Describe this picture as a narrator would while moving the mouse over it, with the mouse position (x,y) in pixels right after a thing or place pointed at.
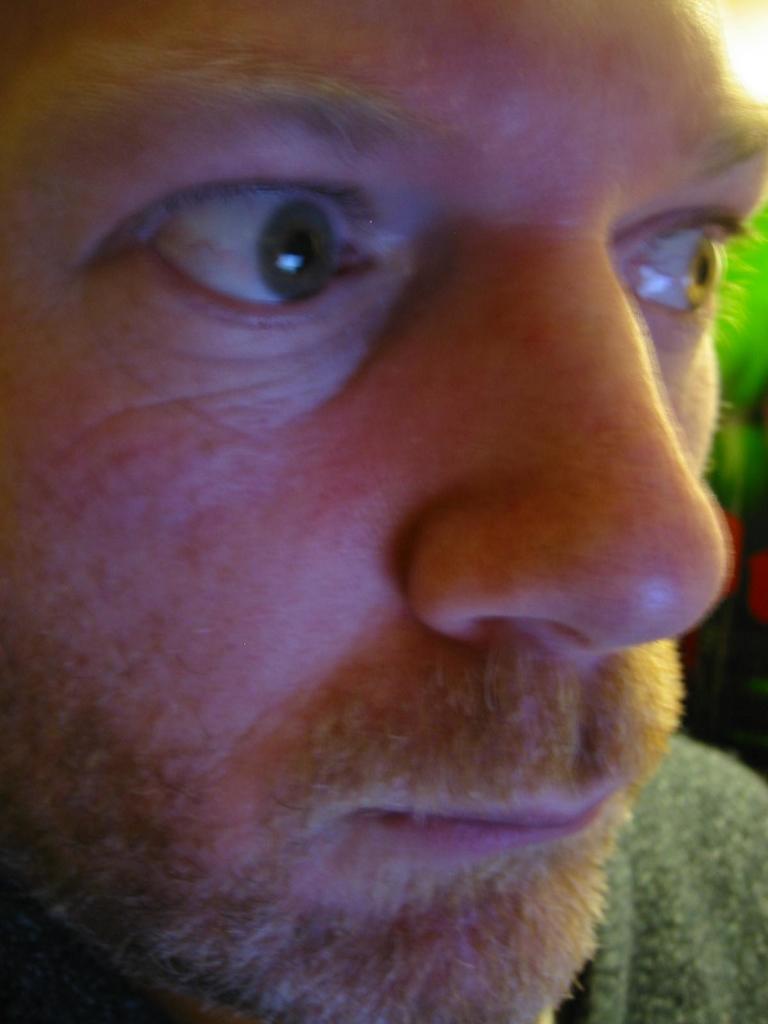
In this image we can see the face (349,560) of a man (295,550).
